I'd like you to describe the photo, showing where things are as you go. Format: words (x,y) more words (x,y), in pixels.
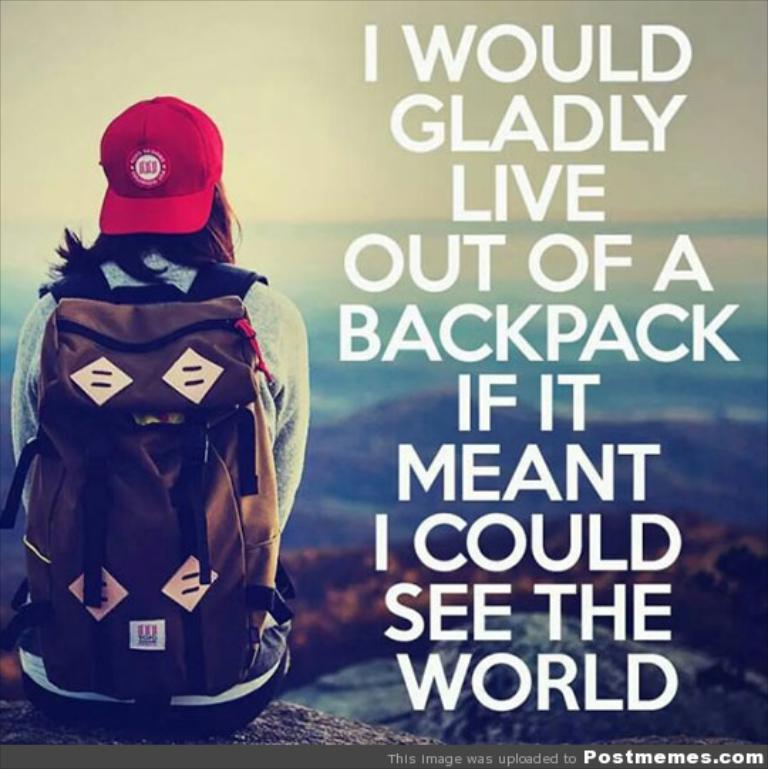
In this image on the left side (188,254) there is one woman (182,241) who is sitting and she is wearing a backpack (176,477) and she is wearing a red cap (150,174). And on the background (407,411) there are some mountains (414,403).
